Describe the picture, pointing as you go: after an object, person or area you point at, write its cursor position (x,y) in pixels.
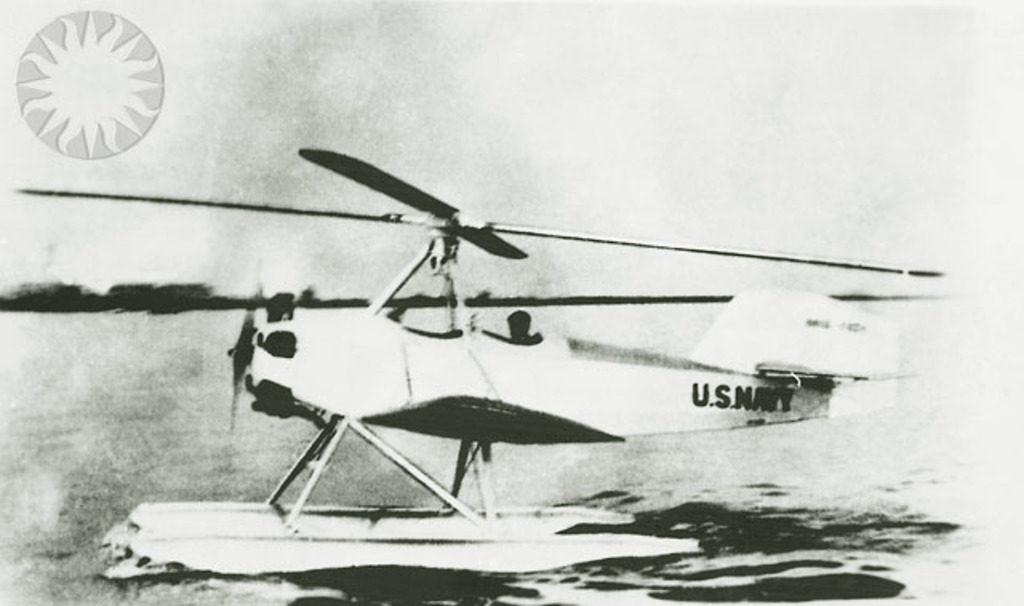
It is a black and white image. In this image there is a helicopter (400,313) in the water (447,473) and at the left side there is a logo (117,99) and at the background (151,290) there are trees (172,298).
